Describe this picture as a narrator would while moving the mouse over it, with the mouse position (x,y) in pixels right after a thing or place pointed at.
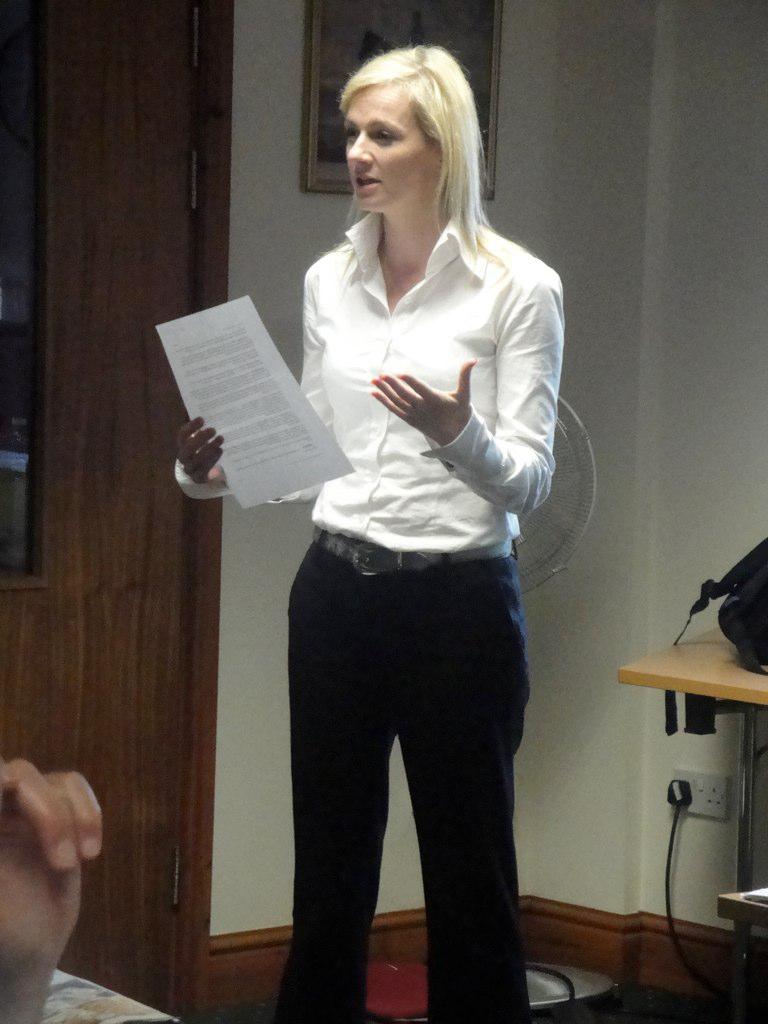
This image consists of a woman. She is wearing a white shirt (308,357). She is holding a paper (252,396). There is a table (655,664) on the right side (735,660). There is a photo frame (338,146) at the top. There is a door (93,482) on the left side (60,670).
